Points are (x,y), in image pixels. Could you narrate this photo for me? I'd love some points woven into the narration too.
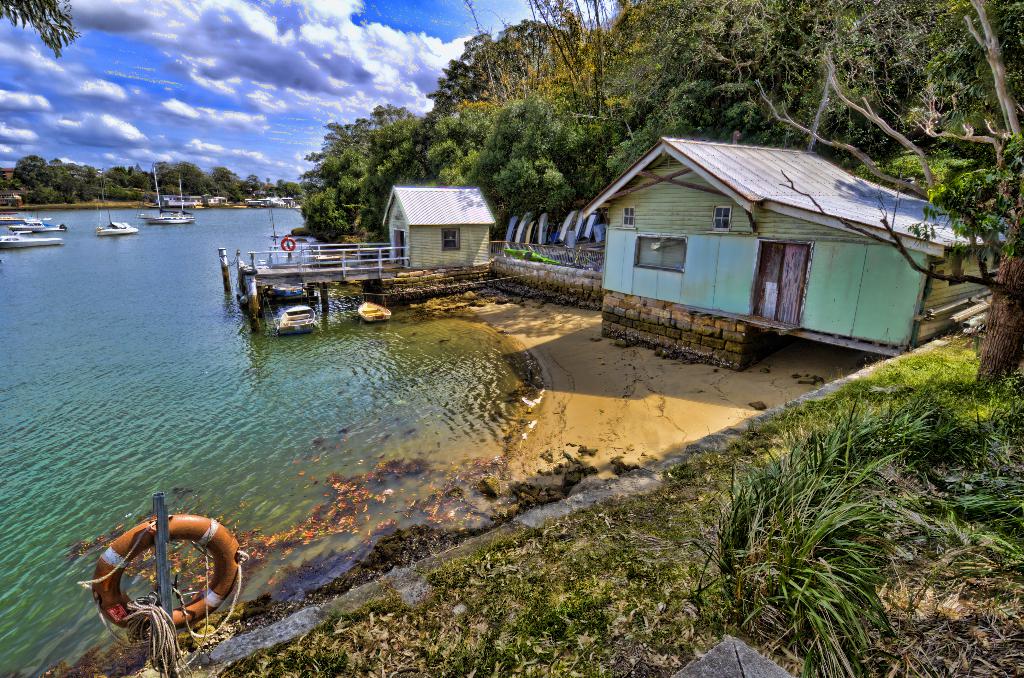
In this picture there are small shed houses (607,279) on the beach side (534,323). Behind there are some trees (557,152) and plants (490,145). On the left side (145,352) there is a sea water (91,264) and some white boats (61,242). In the front (206,610) bottom side there is a orange color life ring (113,609) on the post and grass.
